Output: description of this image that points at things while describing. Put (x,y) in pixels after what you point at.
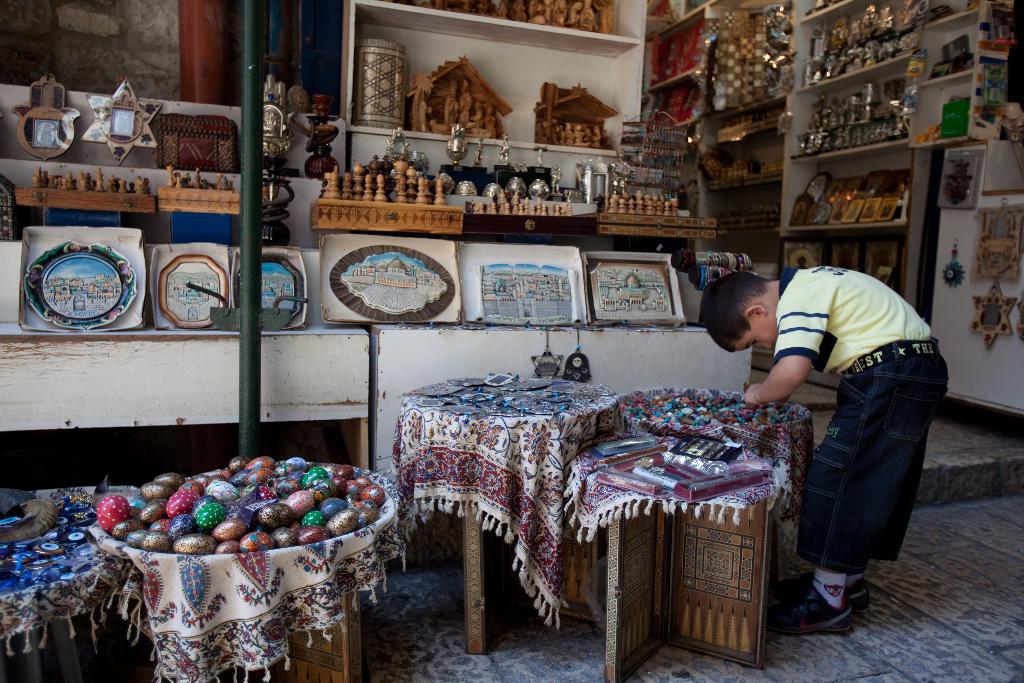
In this image I can see the person (842,537) standing. In the background (61,247) I can see few frames (325,289) and I can also see few wooden objects (575,225) in the racks (513,127). In front (261,474) I can see few colorful objects (253,522).
